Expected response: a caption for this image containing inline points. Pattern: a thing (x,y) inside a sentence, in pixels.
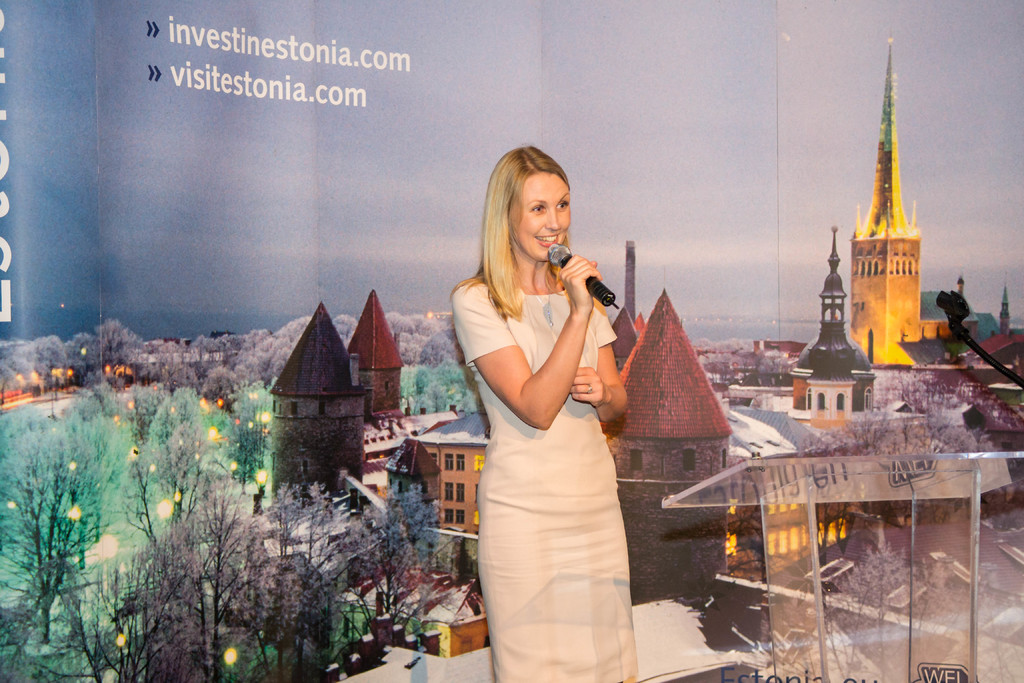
In this image I can see a woman (597,628) standing and holding a microphone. There is a glass table (761,468) on the right (826,465). There is a banner (322,292) at the back (252,402).
